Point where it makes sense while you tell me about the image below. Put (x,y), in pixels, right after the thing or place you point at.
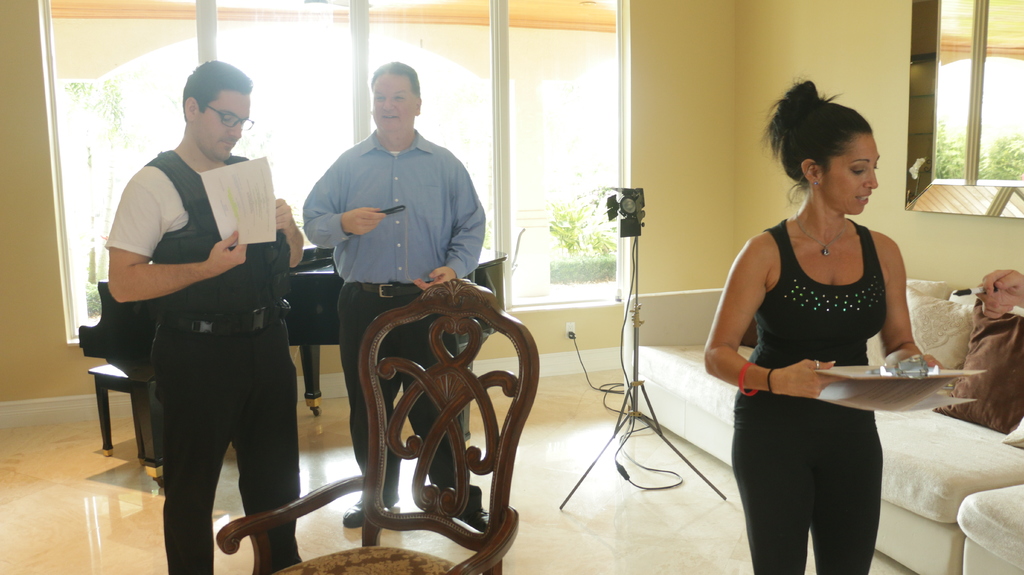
In this picture we can see two men (403,203) and one woman (757,331) standing holding paper (223,224), tray (884,374), remote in their hands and beside to them we have camera stand (637,321), sofa (652,314) with pillows (940,340) on it, chair (375,479) and at back of them we have window (88,139), wall (830,39).
